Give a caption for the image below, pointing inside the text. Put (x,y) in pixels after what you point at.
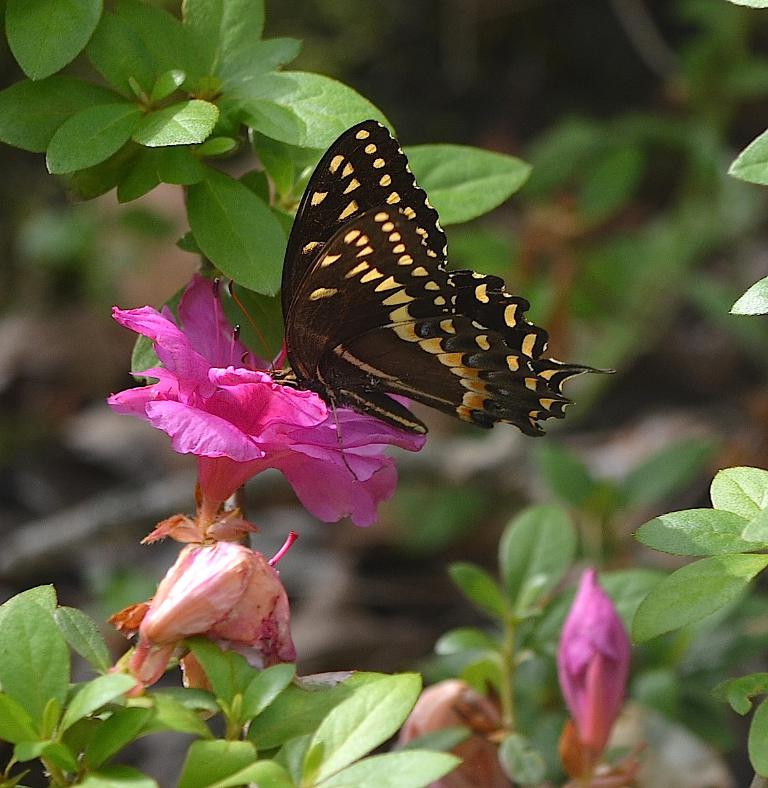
In this image we can see a butterfly (317,381) on the flower (248,428), there are few plants (225,576) and a blurry background (733,634).
